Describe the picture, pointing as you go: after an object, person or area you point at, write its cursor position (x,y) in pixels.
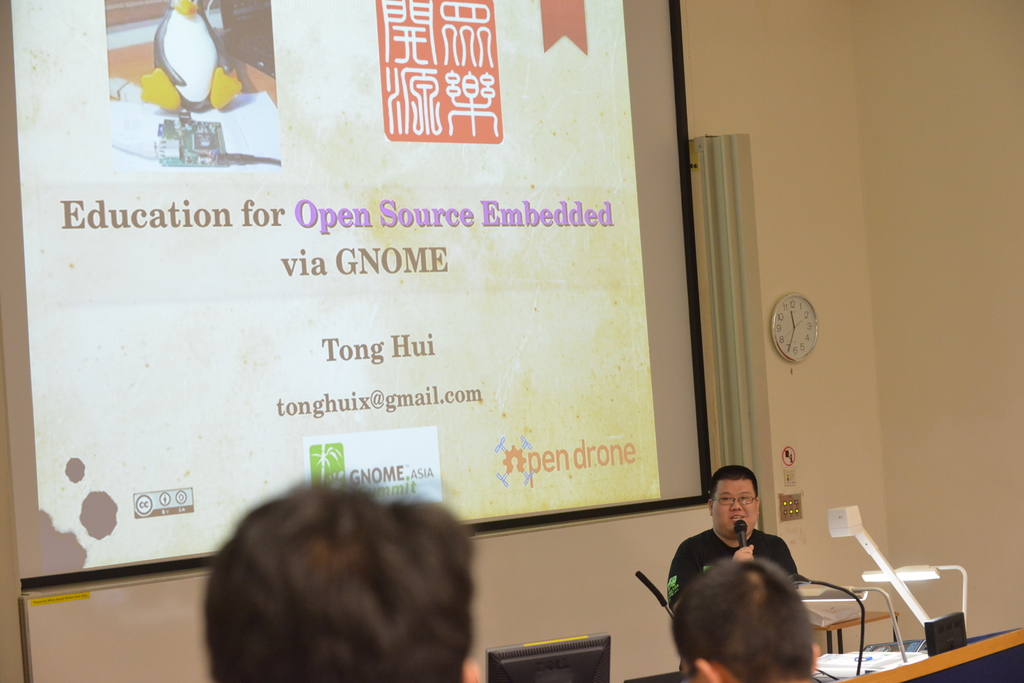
In this image I can see a person (773,544) sitting and talking holding a microphone (743,522). Background (795,333) I can see a clock (809,318) attached to the wall (815,242) and the wall (765,184) is in cream color. I can also see a projector screen (289,328).
